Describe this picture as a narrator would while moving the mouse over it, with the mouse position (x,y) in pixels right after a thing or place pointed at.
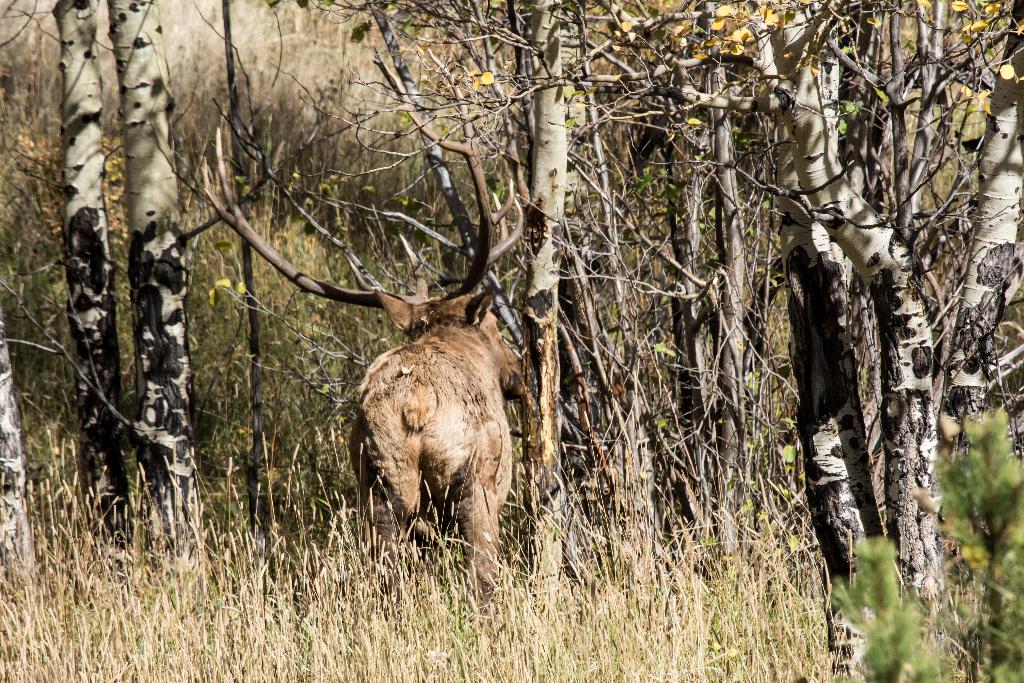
In this image I can see some grass (622,575), few trees (666,246) and an animal (445,427) which is cream and brown in color. I can see few leaves (719,27) of the tree (751,21) which are yellow in color.
